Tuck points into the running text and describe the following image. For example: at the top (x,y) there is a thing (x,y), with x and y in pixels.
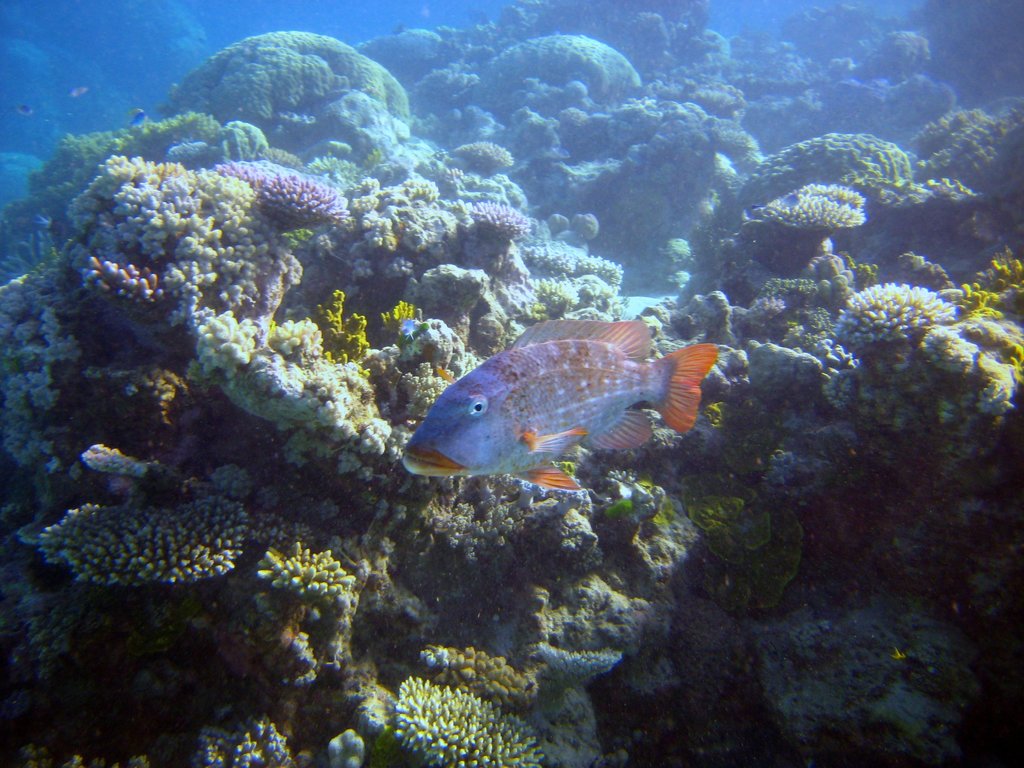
In this picture I can see a fish (542,428) in the water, in the background (427,334) there are marine organisms (372,480).
